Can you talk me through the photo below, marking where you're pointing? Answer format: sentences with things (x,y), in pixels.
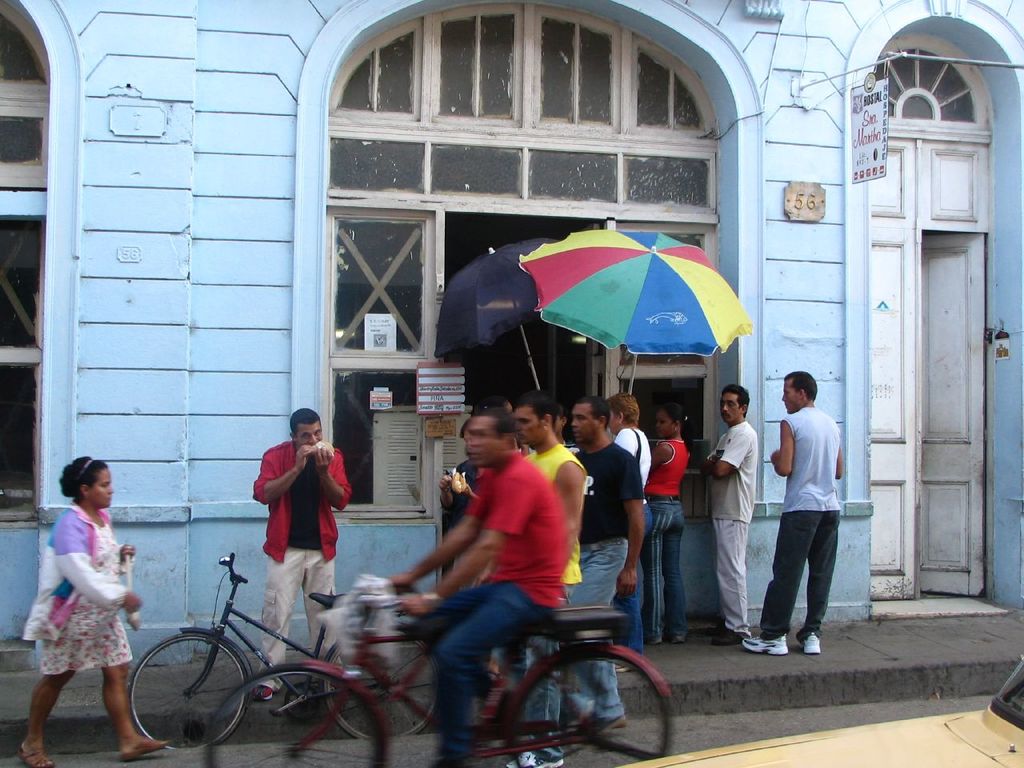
At the bottom of the image (489,620) there is a person (489,620) riding a bicycle (571,627) and also there is a car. Behind that person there is a bicycle (229,645). In front of that bicycle (165,643) there is a lady (92,568). Behind them on the footpath (896,634) there are few people (614,545) standing. Behind them there is a wall (288,44) with arched, windows (675,222), doors (921,165) and a board (866,129) with text (863,152) on it.
